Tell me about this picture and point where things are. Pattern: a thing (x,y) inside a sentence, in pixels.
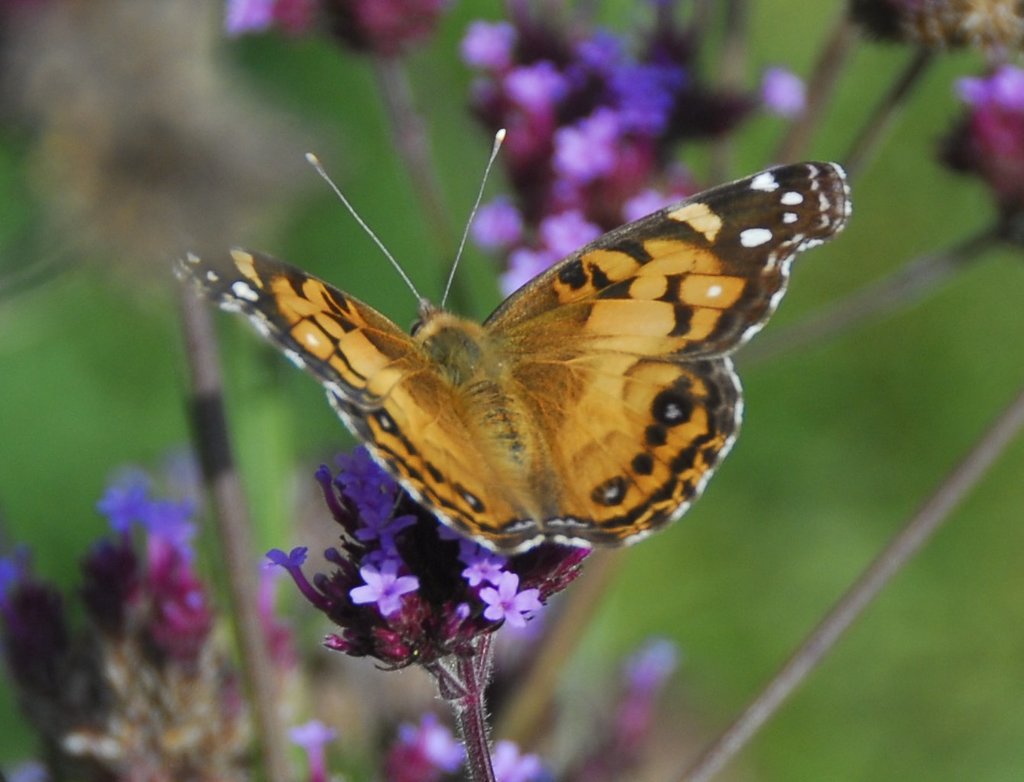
In the middle (363,506) I can see a butterfly (443,459) on flowering plants (414,626) and grass (908,361). This image is taken may be in a garden (409,567) during a day.
